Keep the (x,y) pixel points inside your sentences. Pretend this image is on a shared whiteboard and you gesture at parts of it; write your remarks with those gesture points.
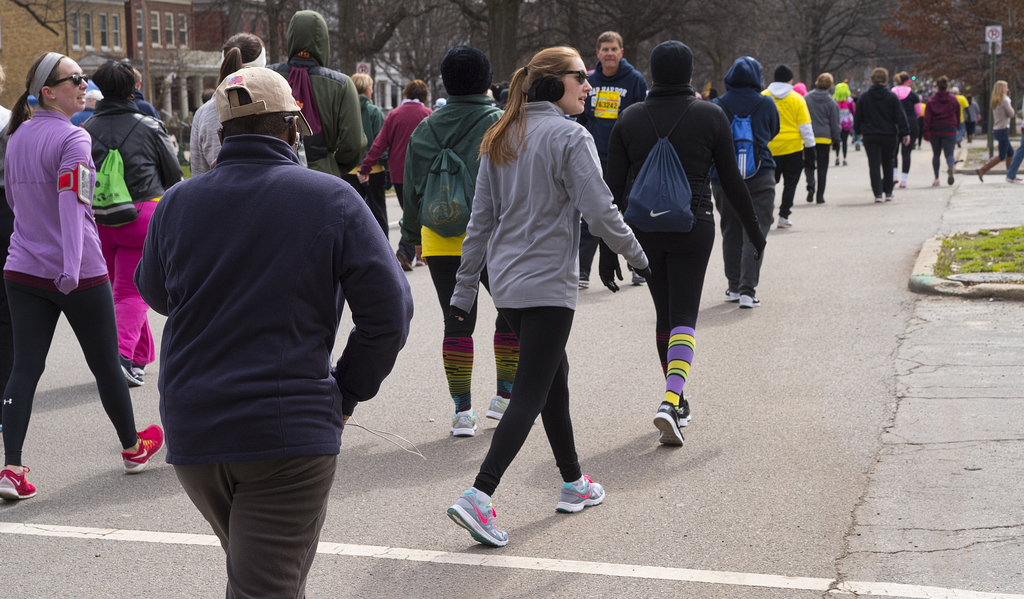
In this image, I can see groups of people (588,162) walking on the road (793,285). In the background (88,30), there are buildings (175,57) and trees (781,10). On the right side of the image (991,28), I can see a board (991,49) with a pole (994,67) and the grass (962,249).
